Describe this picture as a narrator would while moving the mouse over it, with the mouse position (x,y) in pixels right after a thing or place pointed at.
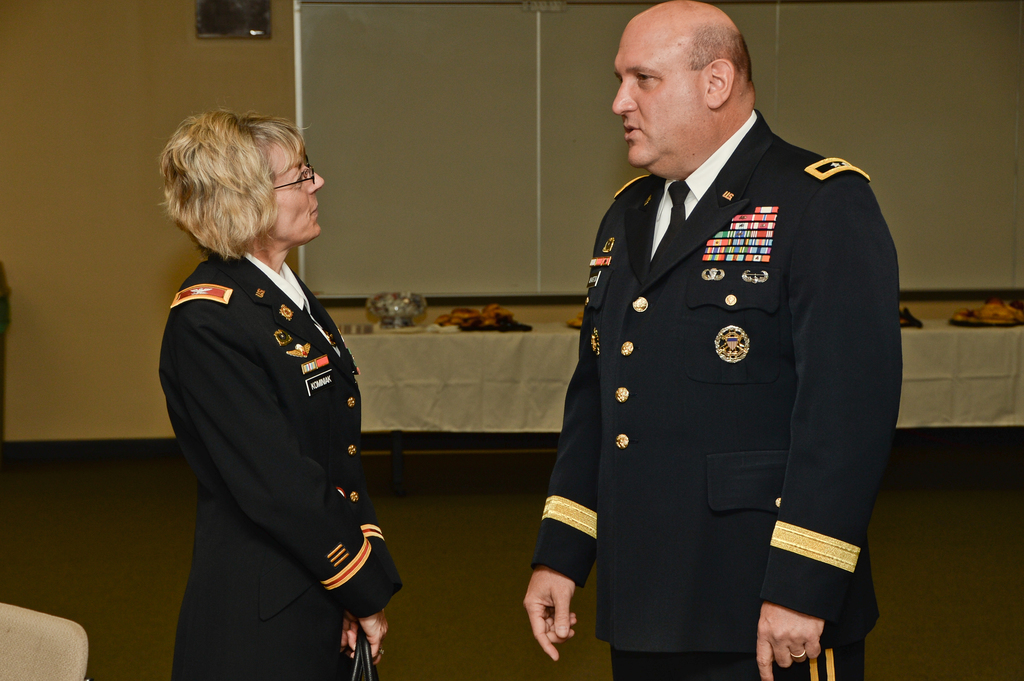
In this picture there is a man (776,336) and a woman (266,355) in the center of the image (573,364), there is a table (1004,346) in the background area of the image (903,408).
